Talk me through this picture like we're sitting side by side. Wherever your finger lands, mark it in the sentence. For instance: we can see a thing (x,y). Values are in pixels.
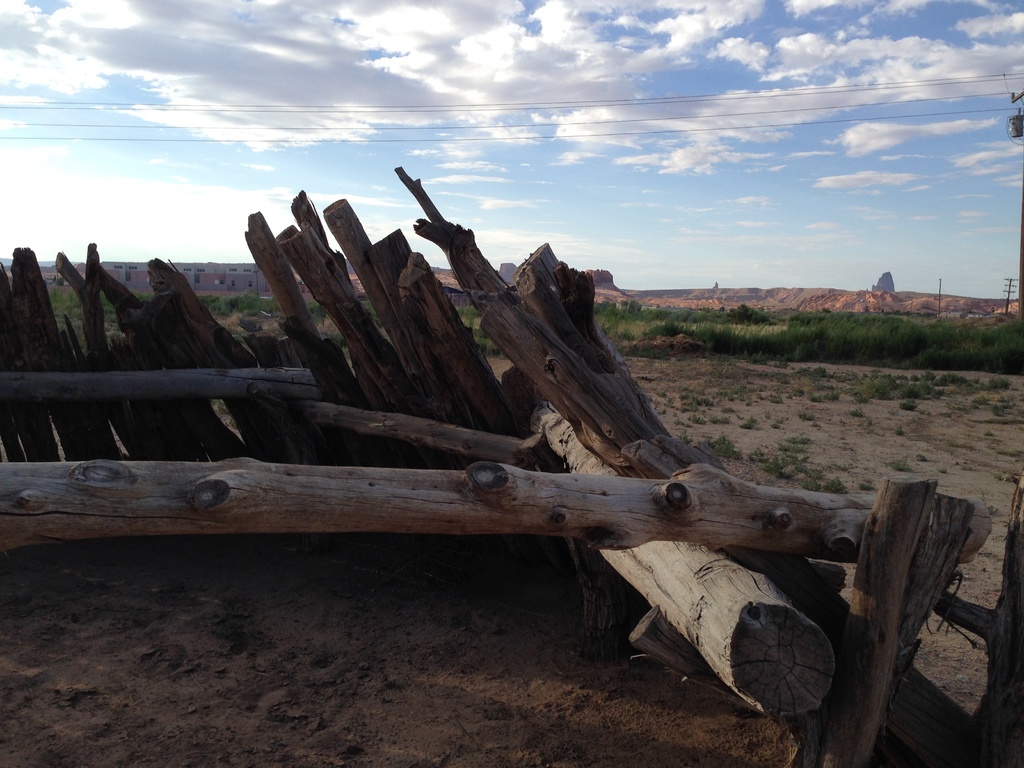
In the center of the image (431,383) we can see a few wooden logs (516,341). In the background (344,31), we can see the sky (493,129), clouds (573,155), buildings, poles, wires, plants (924,376), grass (877,319) and soil (936,433).
